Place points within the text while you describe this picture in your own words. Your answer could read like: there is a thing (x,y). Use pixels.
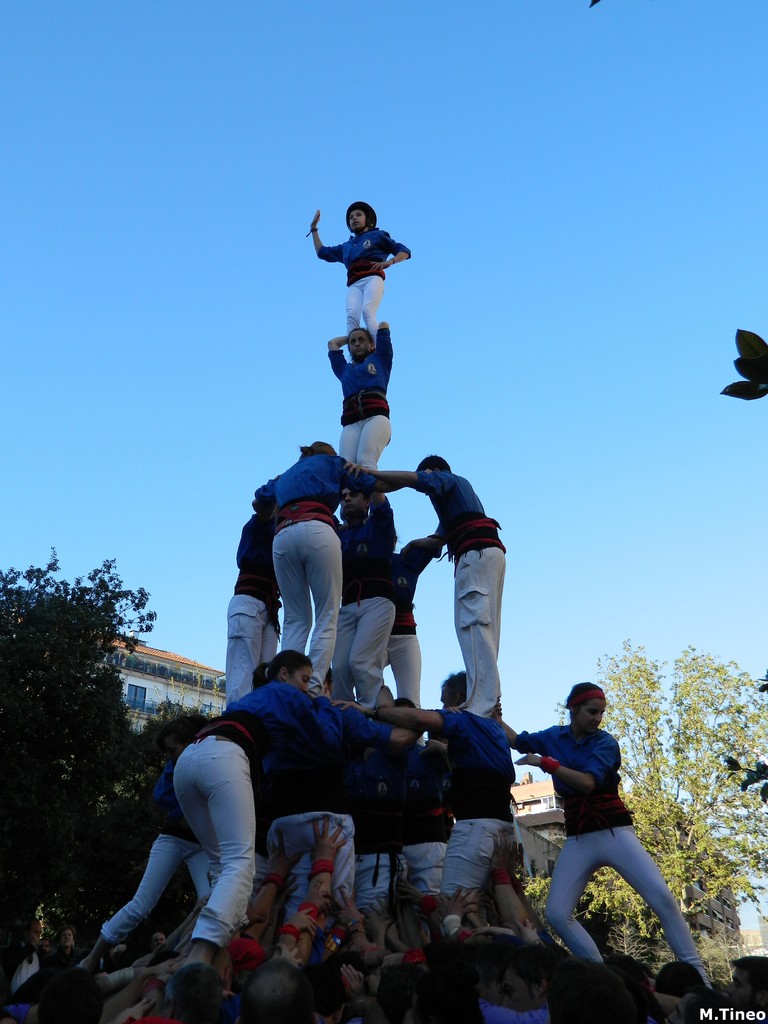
In this picture we can see a group of people (358,685) standing on each other's shoulders (342,458). There is a text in the bottom right (719,1010). We can see a few trees (107,778) and buildings (162,683) in the background (535,794). Sky (539,396) is blue in color.
